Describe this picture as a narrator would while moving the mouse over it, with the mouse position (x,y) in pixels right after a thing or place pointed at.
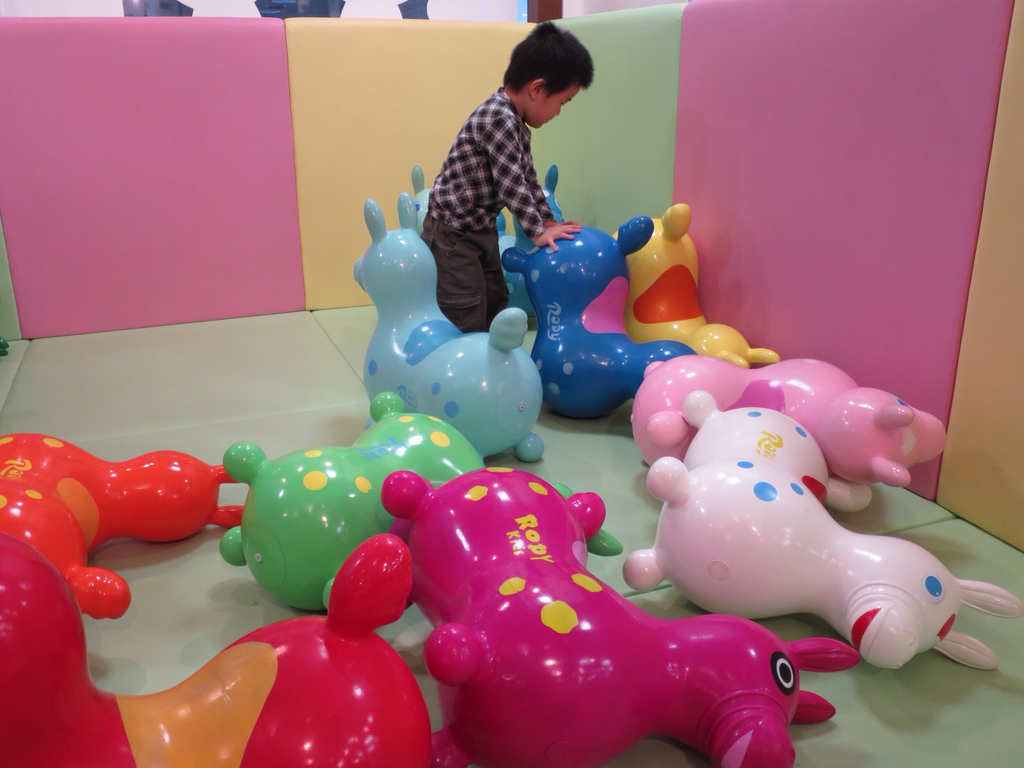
In this picture, there is a kid (517,151) playing with the toys (349,500) which are in different colors. On the top (176,117), there is a wall (332,125) with different colors.
